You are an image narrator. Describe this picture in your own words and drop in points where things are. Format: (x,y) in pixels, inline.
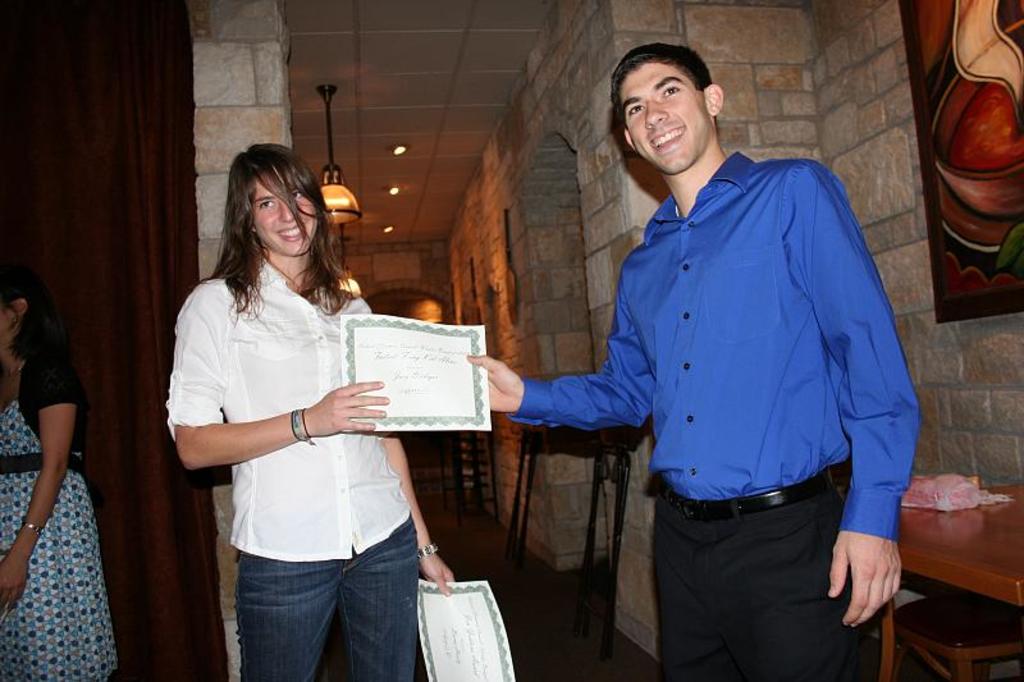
This is the man (766,540) and woman (307,422) standing and smiling. They are holding a certificate (423,426). I can see the photo frame (933,144), which is attached to the wall (864,119). These are the lamps (400,152) hanging to the roof (363,100). This is the wooden table (958,544) with an object (947,500) on it. I think this is a curtain (151,231) hanging. Here is a woman (36,525) standing.
